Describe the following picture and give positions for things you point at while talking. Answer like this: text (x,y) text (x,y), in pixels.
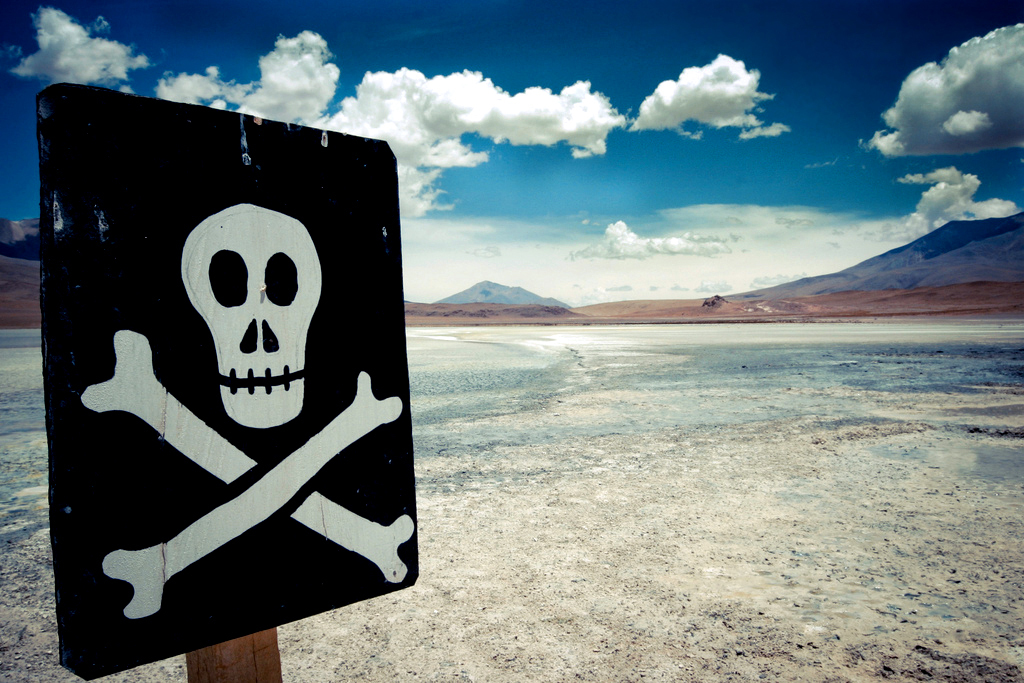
In this image there is a sign board (232,462) in the left (200,402). In the background (958,248) there is hill (912,248). The sky (648,118) is cloudy.
